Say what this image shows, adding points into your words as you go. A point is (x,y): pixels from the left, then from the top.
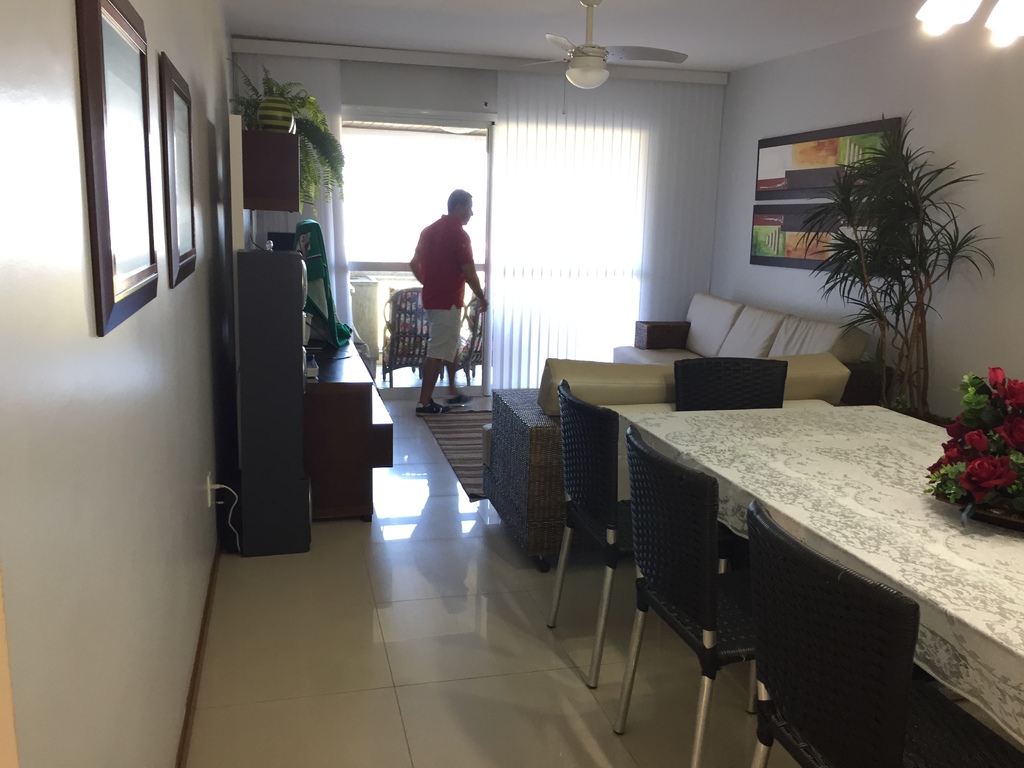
We can see chairs (865,766) and flower bouquet (966,467) on the table (885,527). We can see sofa (747,331), house plant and frames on the wall (102,516). On the left side of the image (234,124) we can see furniture (267,168) and house plant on the surface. In the background (576,164) we can see window (454,153) and curtain (618,174). At the top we can see fan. On the right top of the image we can see lights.
